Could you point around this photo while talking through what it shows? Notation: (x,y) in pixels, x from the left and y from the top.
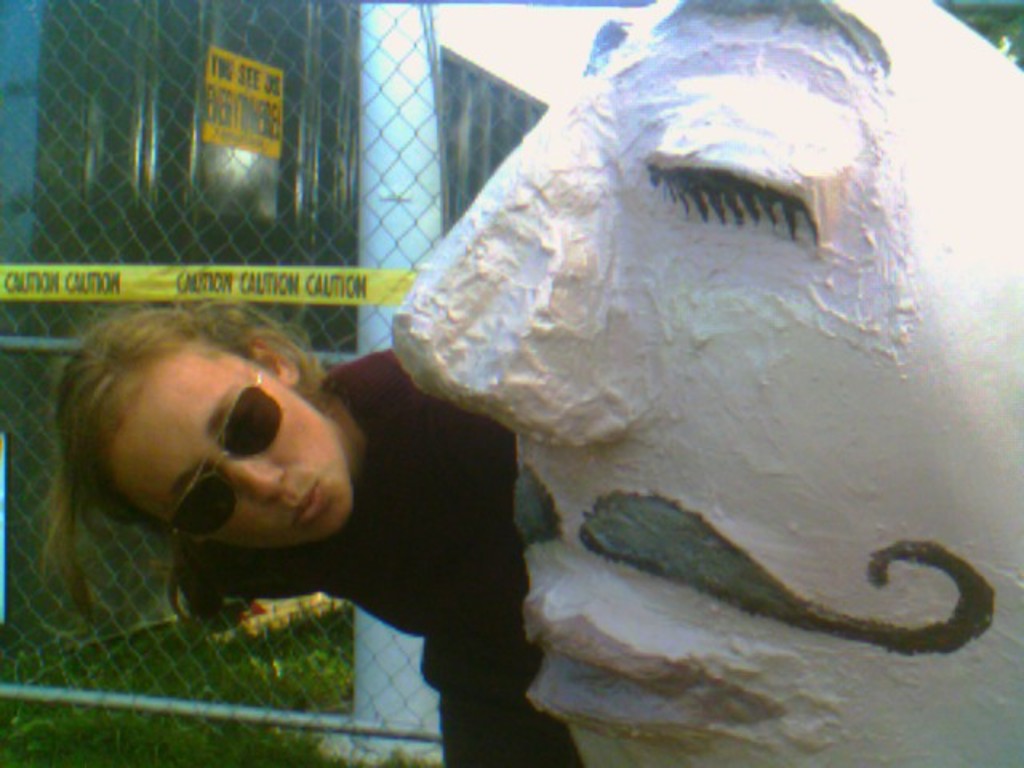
In this image there is a sculpture (632,613). Beside the sculpture (632,631) there is a woman (364,509) standing. Behind her there is a fence (182,213). Behind the fence (185,700) there's grass (248,659) on the ground (237,726). There is a wall (298,82) in the image. There is a poster (270,109) sticked on the wall (506,112).
